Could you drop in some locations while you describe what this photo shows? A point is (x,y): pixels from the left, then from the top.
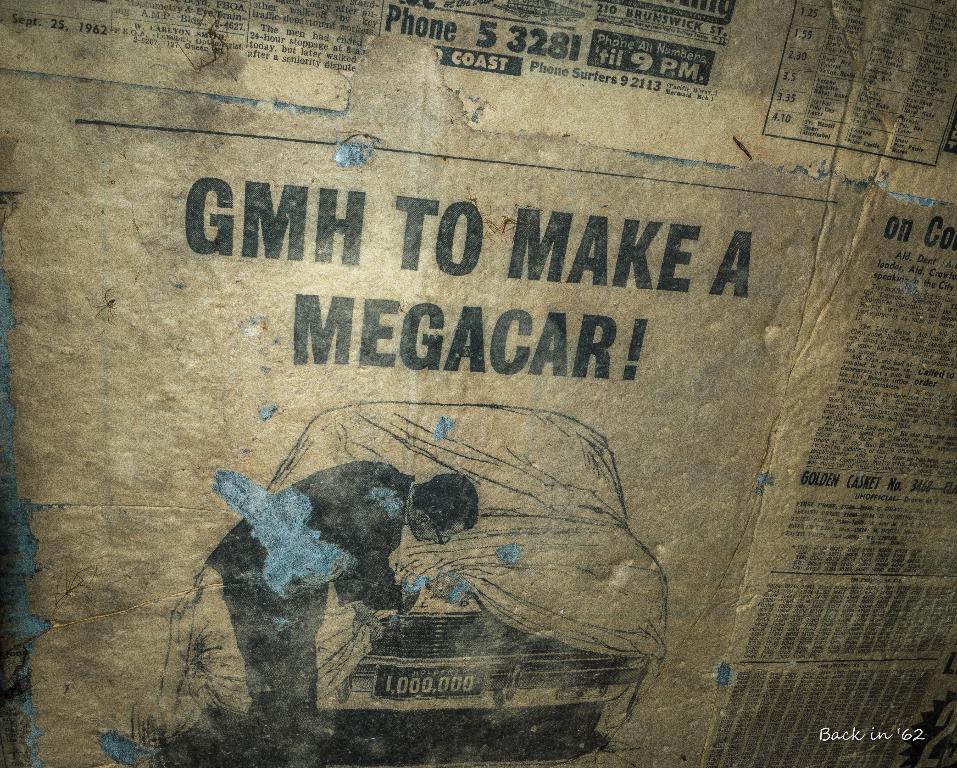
In this image we can see paper (726,293) pasted on wall (256,516). Right bottom of the image (852,742) watermark (868,732) is there.
